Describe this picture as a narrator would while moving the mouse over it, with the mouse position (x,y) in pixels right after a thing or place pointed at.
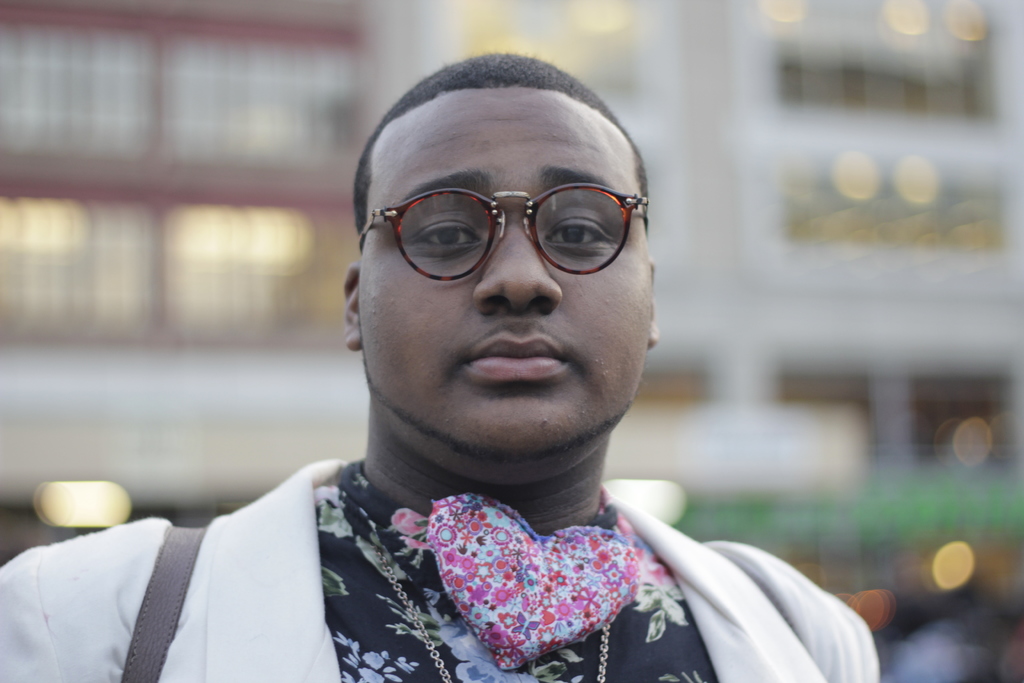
The man (541,280) in front of the picture wearing a black shirt (388,600) and white blazer (257,601) is looking at the camera. He is wearing spectacles (569,232). Behind him, we see a building (689,208) in white color. In the background (816,465), it is blurred.
